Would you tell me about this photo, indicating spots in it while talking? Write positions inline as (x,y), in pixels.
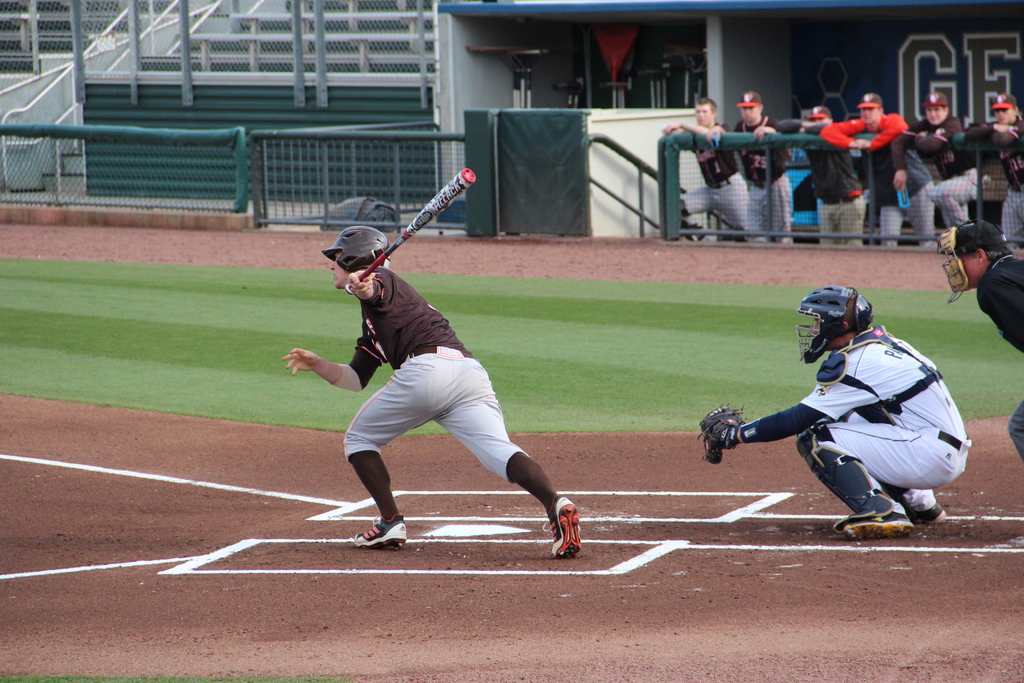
In the center of the image (420,404) we can see a man (425,387) holding a bat (467,174). On the right (921,414) there is a catcher (899,379) and an umpire (991,259). In the background (707,180) there are players (783,172) and we can see grilles (457,161). There are railings (457,161) and there is a wall (510,170).
